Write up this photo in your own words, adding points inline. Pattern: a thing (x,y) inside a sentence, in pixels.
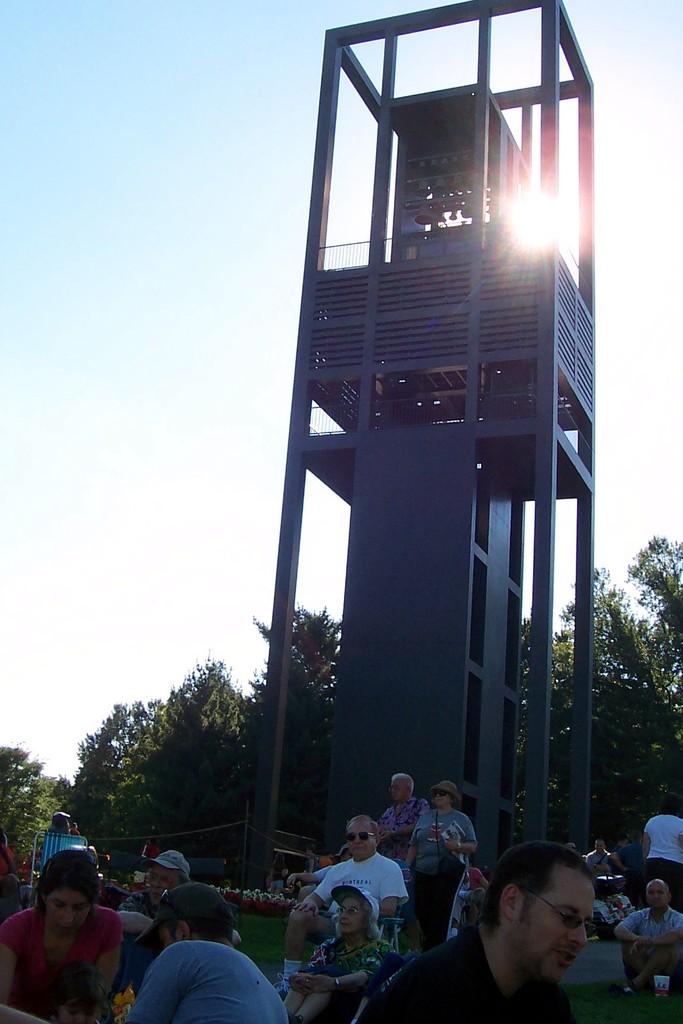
In the foreground of this picture (437,525), there is a carillon (434,483) and in front (298,940) to it there are persons (375,924) sitting on the grass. In the background (198,749), there are trees (174,742), sky (188,441) and the sun (551,239).
